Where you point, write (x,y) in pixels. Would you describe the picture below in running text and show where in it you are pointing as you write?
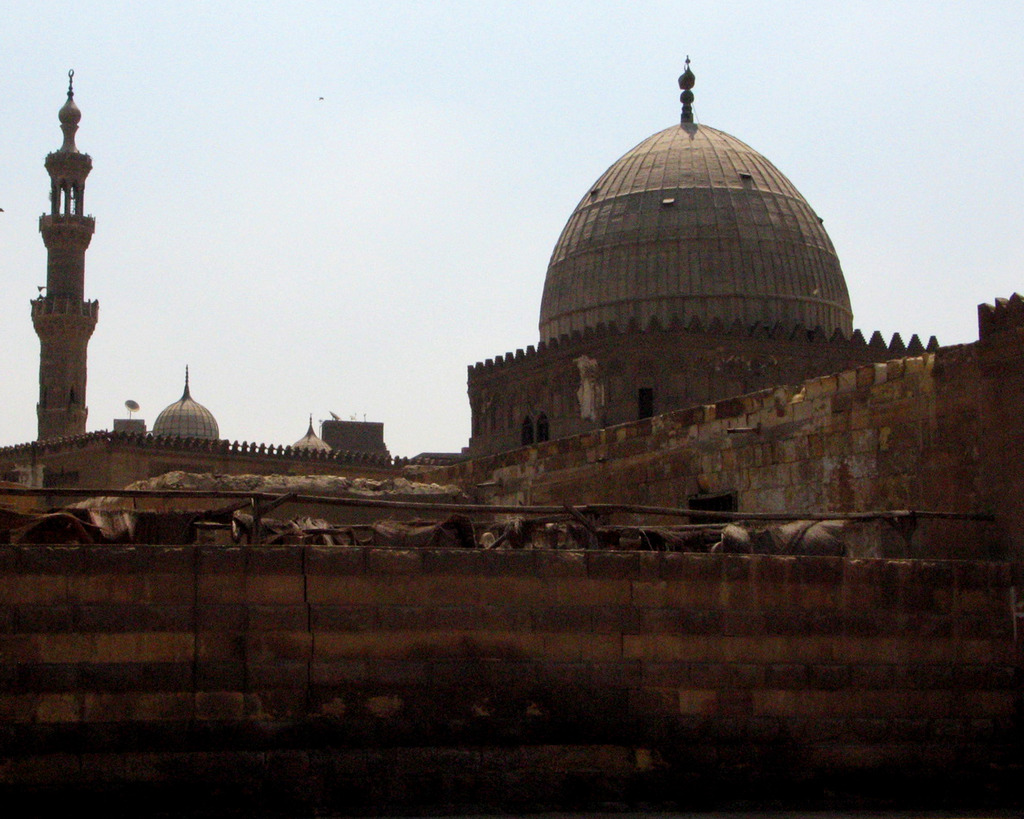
There is a wall (1003,692). In the background (915,441), there are buildings (177,415), a tower (75,106) and there are clouds (426,313) in the sky (372,131).
